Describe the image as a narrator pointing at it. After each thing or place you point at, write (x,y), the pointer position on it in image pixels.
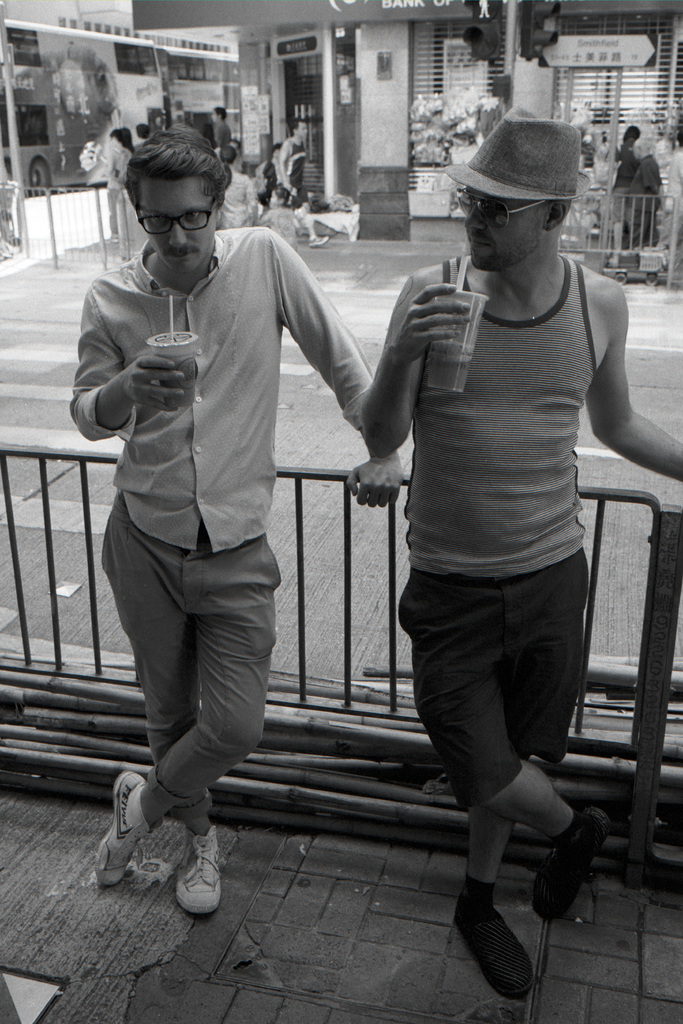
This is a black and white image and here we can see people (182,493) and are wearing glasses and holding cups (162,350) and one of them is wearing a hat (526,169). In the background (165,40), there are stores (328,99) and we can see some other people (116,147) and there are railings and some objects (457,103) and boards (588,60). At the bottom (2,838), there is a road (635,397) and we can see logs (312,771).
